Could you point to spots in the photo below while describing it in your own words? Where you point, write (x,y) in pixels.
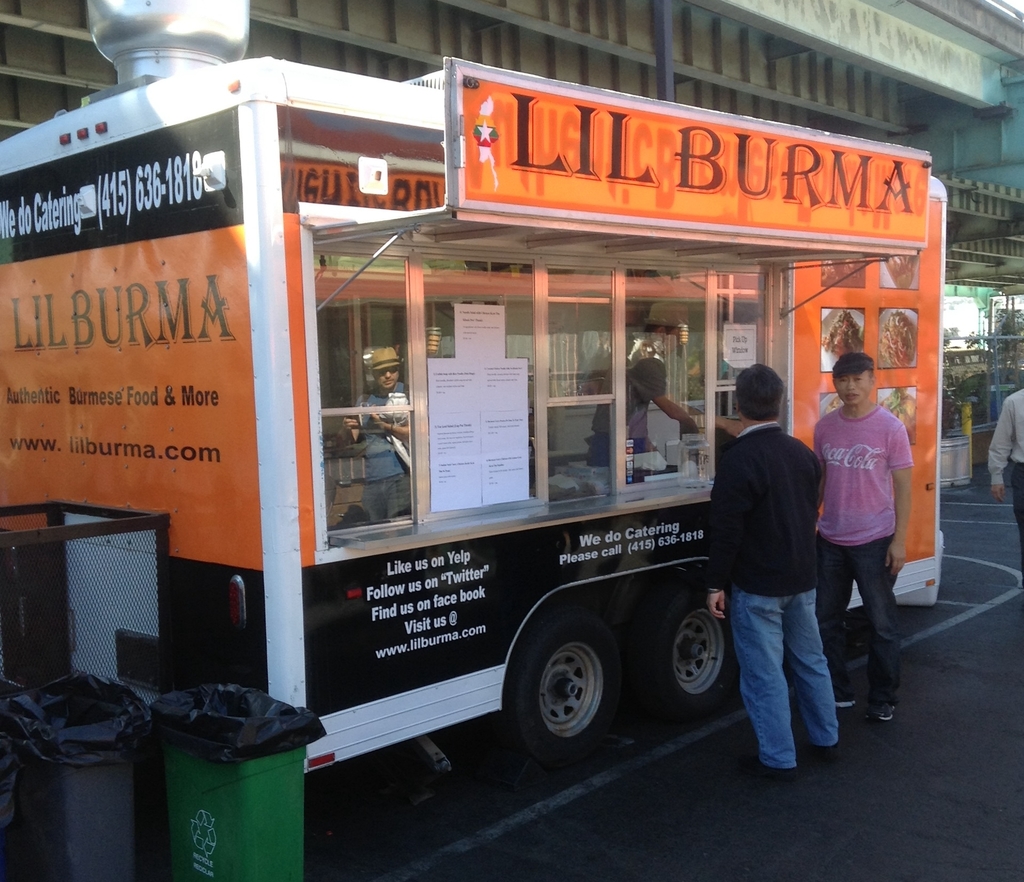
In this picture I can see an overpass (899,140) and few people (802,486) standing and I can see a food truck (438,169) and couple of dustbins (106,775) on the road (340,768) and I can see few papers (512,416) pasted on the truck (563,603) and I can see text (771,161) on the papers (483,333) and on the truck (526,547) and I can see few pictures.
